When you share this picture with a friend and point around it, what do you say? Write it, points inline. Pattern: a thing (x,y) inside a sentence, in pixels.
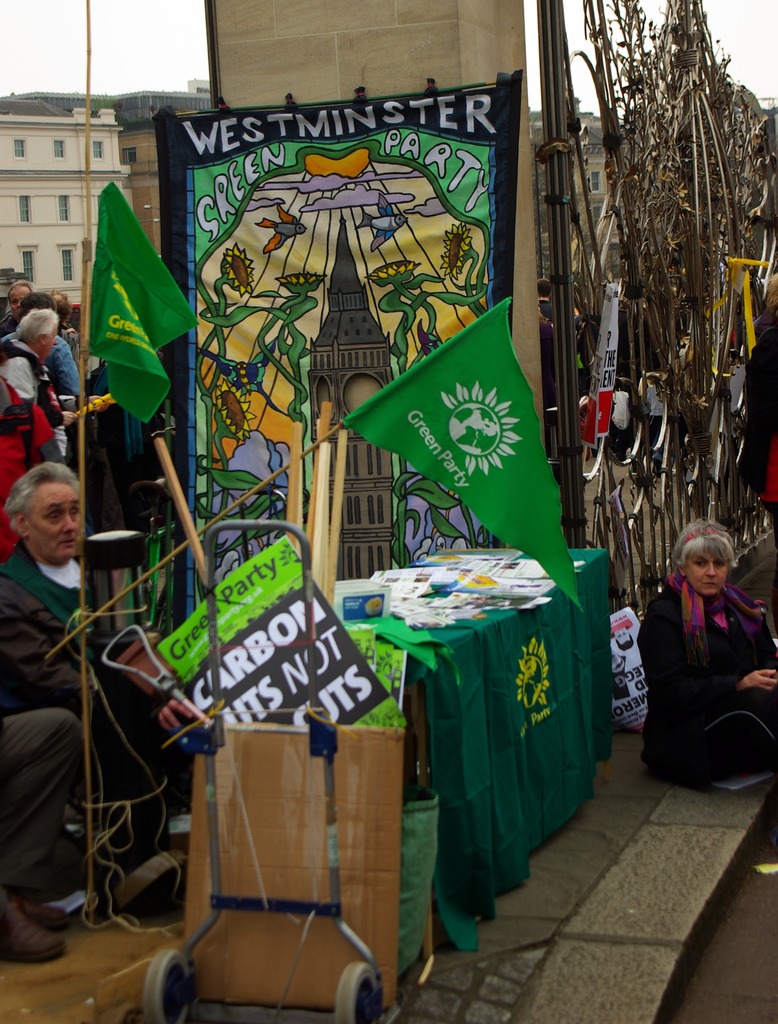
In this picture we can see a group of people (23,773) on the road (498,949), here we can see flags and some objects (530,829) and in the background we can see buildings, sky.
